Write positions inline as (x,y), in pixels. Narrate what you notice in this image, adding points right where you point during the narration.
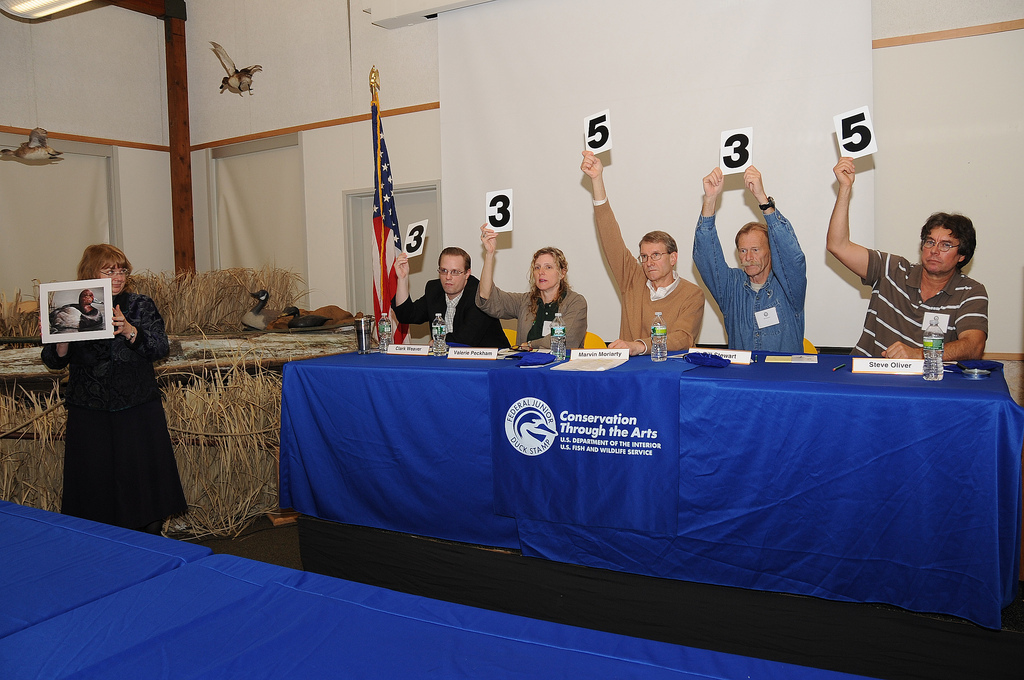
In the picture there are many people (928,259) sitting with the table (385,400) in front of them, they are catching the boards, on the table (405,406) there are water bottles (661,331) present, there are nameplates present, beside them there is hay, there are birds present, there is a woman (76,369) catching a frame (108,304).
